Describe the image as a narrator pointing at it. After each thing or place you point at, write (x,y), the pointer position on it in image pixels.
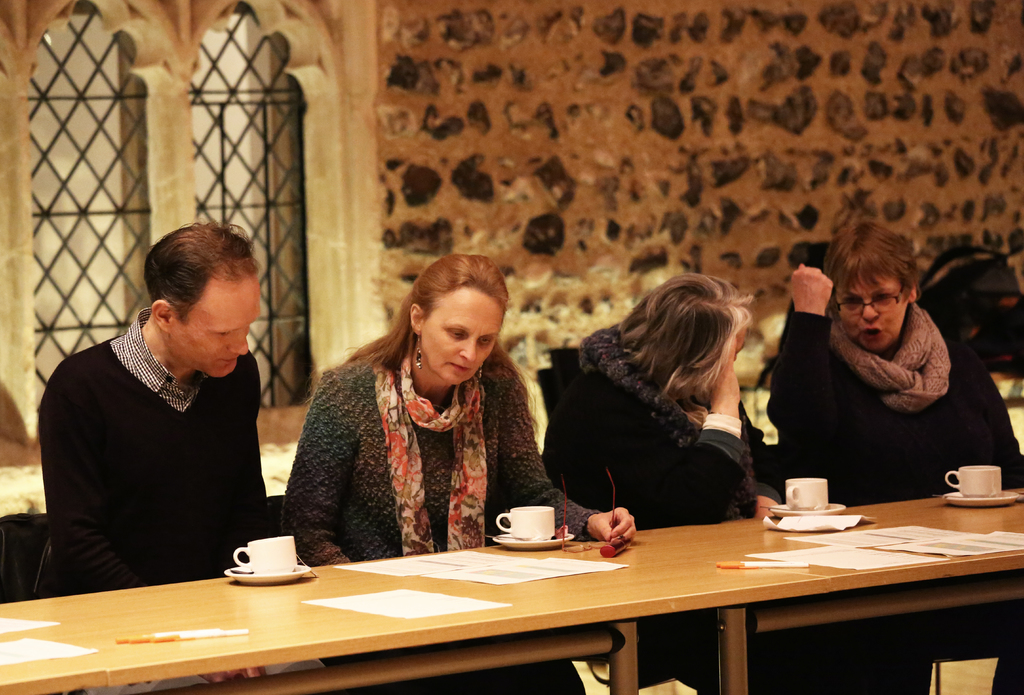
There are four people (447,444) sitting in the chairs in front of a table (657,614) on which cups (267,552) and saucers (803,512) were placed along with some papers (434,597). There are men (204,392) and women (723,404) in this picture. In the background (633,202) there is a wall (474,116) and a window (116,136) here.
